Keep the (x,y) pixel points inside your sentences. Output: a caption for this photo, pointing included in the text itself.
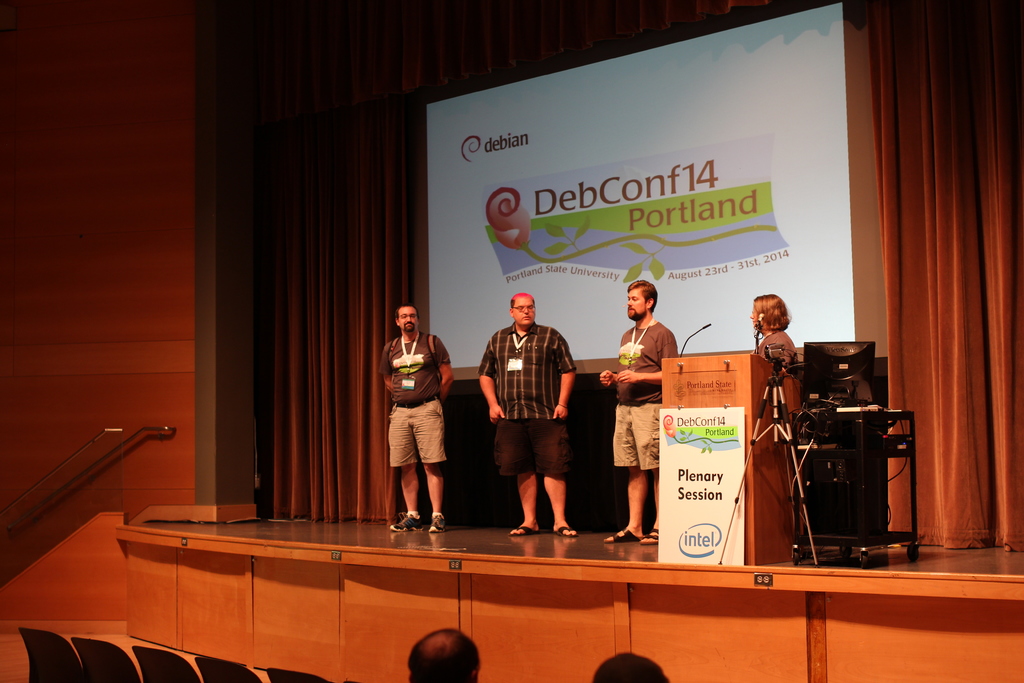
In this image few people (546,423) are standing on the stage (472,532). Right side (711,364) there is a podium (700,370) having a mike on it. Before the podium (745,390) there is a banner (708,500) which is having some text (694,469). Beside the podium (758,381) there is a stand (776,425) having a camera (772,353) on it. Right side (847,421) there is a table (862,413) having a monitor (836,370) on it. Bottom of the image (644,679) there are chairs (243,664) and people (449,634). Left side there is a staircase (94,447). Background (1003,227) there is a wall (158,305) hanging a screen (611,202) and on both sides of it there are curtains (941,266).
